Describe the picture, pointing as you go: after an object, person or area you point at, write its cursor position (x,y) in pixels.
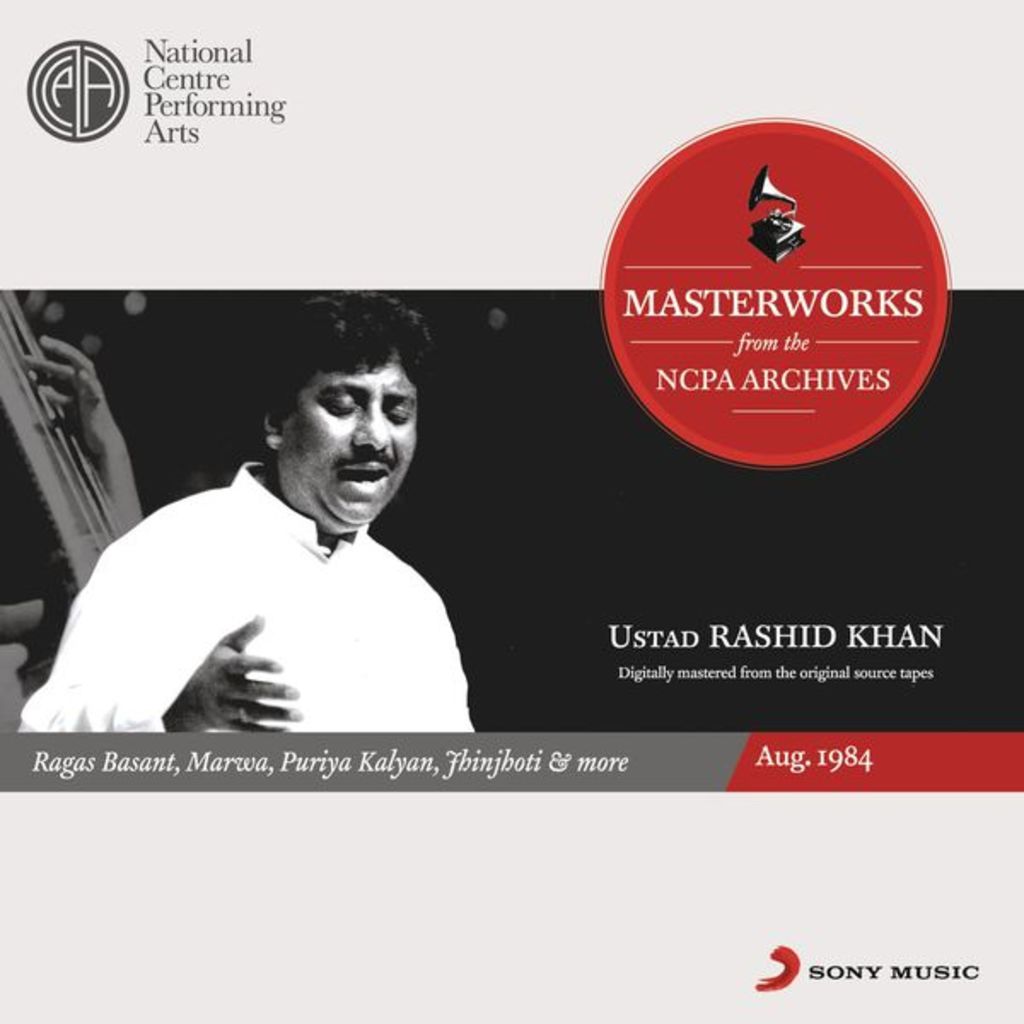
In the picture I can see a black and white photo (352,630) of a man (324,616) and some other things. I can also see some logos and something written on the image.
